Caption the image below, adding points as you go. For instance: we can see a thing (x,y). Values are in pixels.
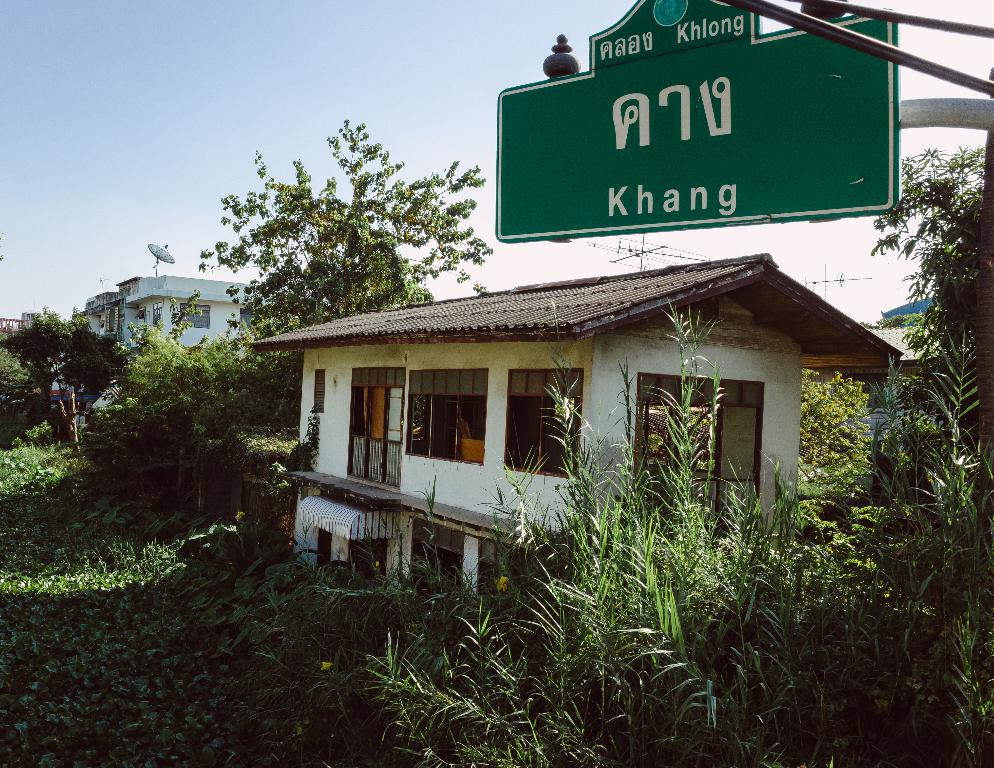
As we can see in the image there are buildings (513,309), sign pole (908,119), trees (280,278), grass (774,750), current poles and on the top (265,88) there is sky (183,59).
